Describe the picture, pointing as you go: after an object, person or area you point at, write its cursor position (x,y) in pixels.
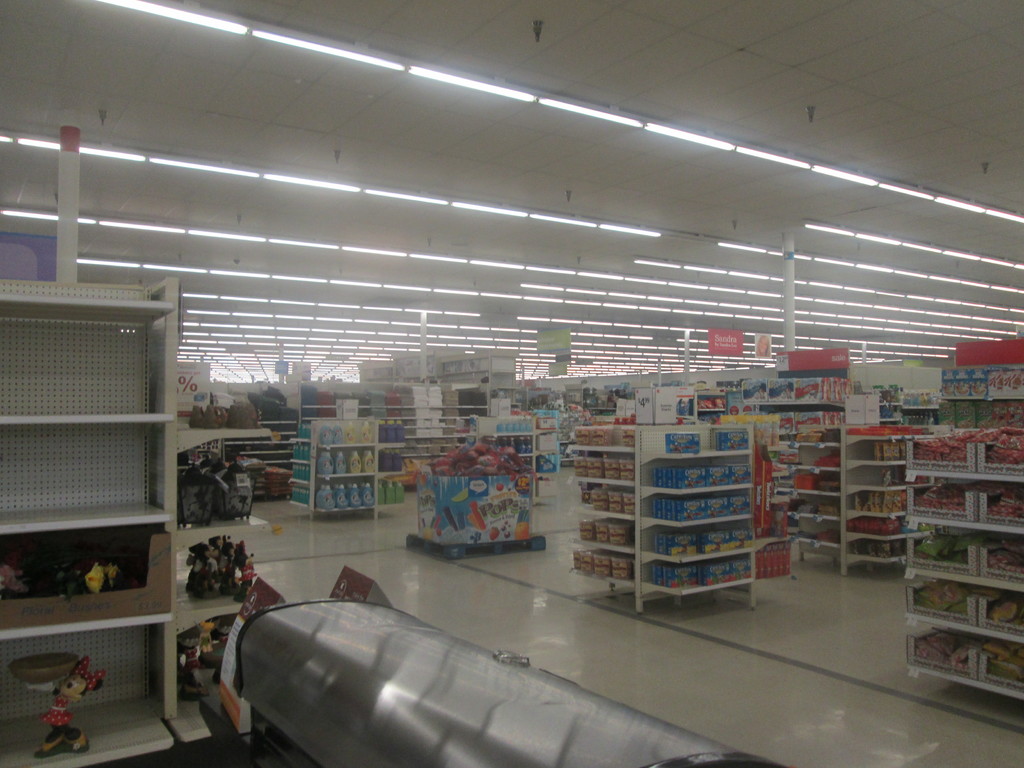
In this picture there is a view of the super market (557,466) full of white color racks (643,484) with many food products (690,535). In the front (113,699) we can see a white empty rack (135,408) and above on the ceiling (915,205) many tube lights (576,222).
